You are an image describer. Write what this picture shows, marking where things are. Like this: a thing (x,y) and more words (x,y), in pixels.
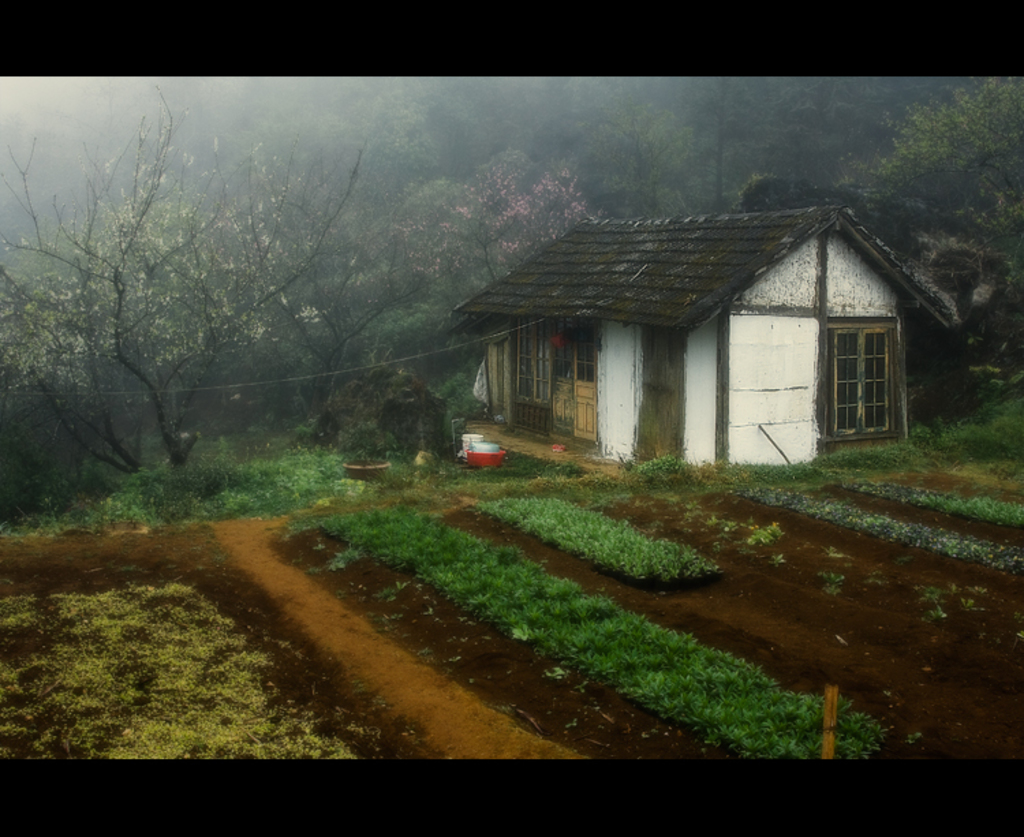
This picture is clicked outside. In the foreground (594,626) we can see the grass (274,501) and then some plants (270,474). On the right (769,404) there is a house (579,412) with a black roof top (731,243) and we can see the door (563,389) and window (840,386) of the house (587,388) and there are some objects (503,455) placed on the ground (509,466). In the background (15,254) we can see the trees (353,214).
